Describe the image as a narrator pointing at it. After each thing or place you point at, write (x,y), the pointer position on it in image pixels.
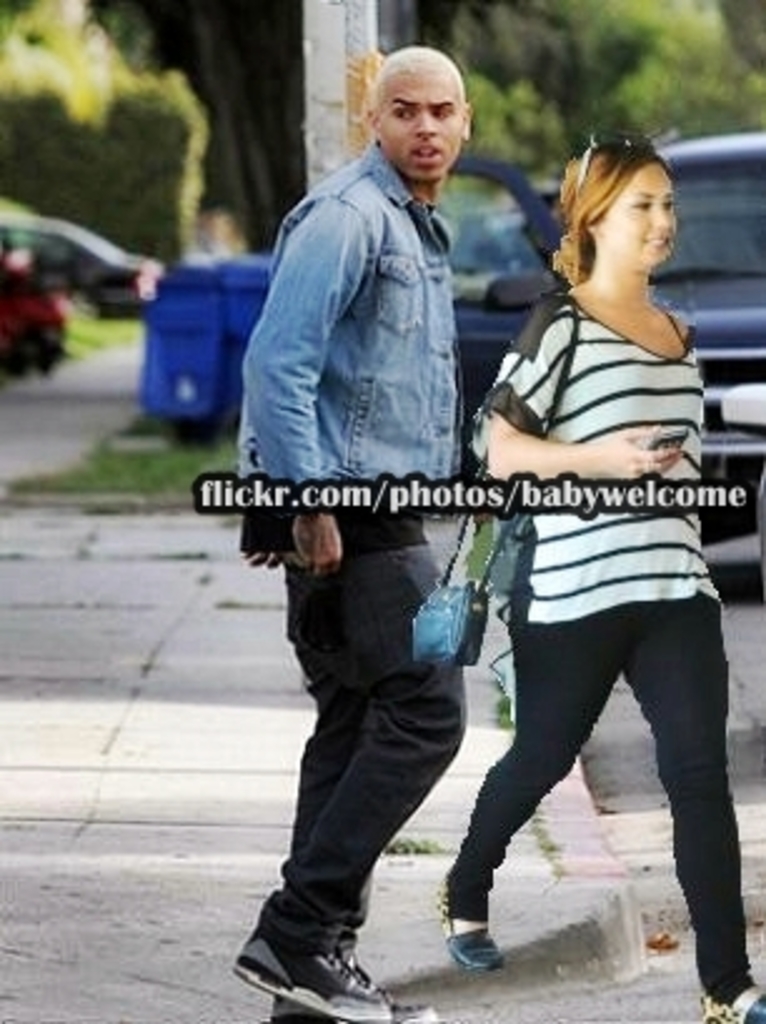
In the middle of the image (272,390) few people (438,163) are walking. Behind them there are some vehicles (713,371) and trees (33,49) and poles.
